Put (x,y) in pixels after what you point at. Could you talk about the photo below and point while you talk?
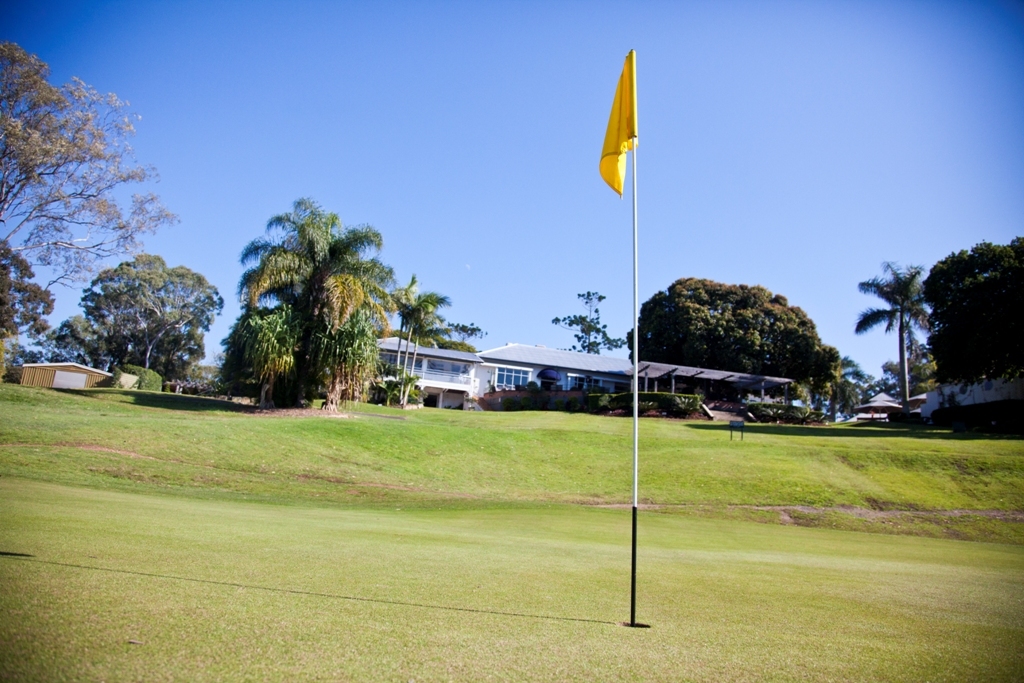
In this image there is a green land (850,649) in the middle (636,438) there is a flag (608,177), in the background (441,334) there are trees (676,347) and houses (544,367) and the sky (506,227).
